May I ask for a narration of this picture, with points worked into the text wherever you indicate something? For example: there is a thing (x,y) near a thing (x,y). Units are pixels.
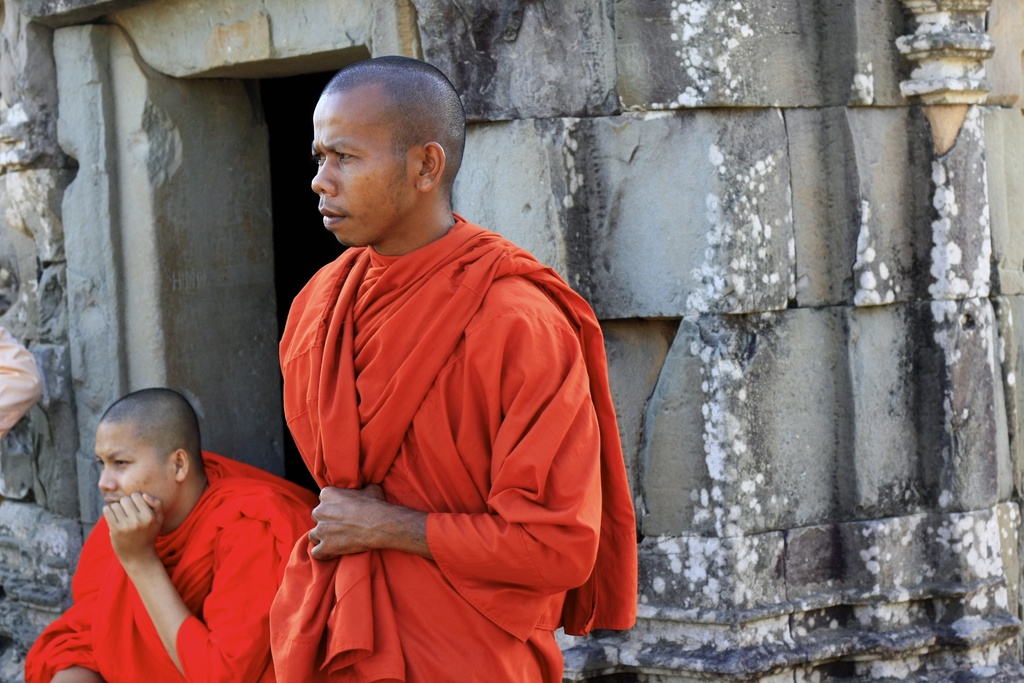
In this image we can see some persons (383,521). In the background of the image (878,58) there is an entrance (176,251) and a wall (499,209). On the left side of the image (19,378) it looks like a person (28,392).
